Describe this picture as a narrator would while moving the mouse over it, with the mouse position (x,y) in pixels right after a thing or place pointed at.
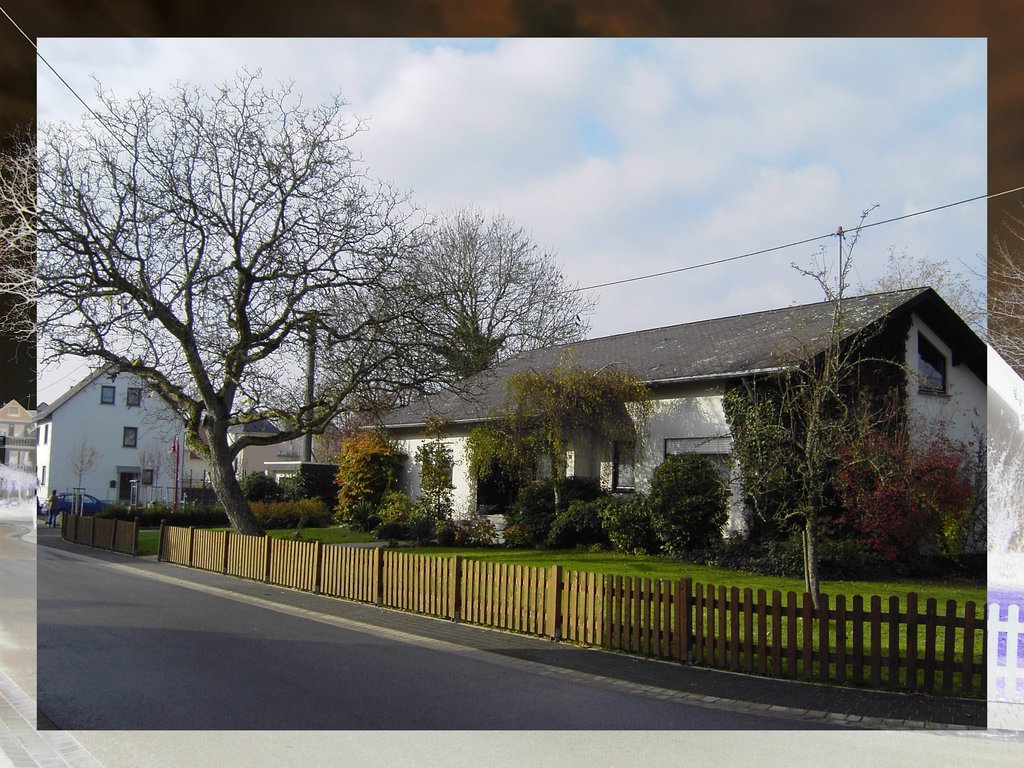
In the foreground of this edited image, on the bottom (288,658), there is a road (271,647) and the railing (228,530). In the background (706,461), there are plants (467,442), trees (809,472), houses (157,430), a pole (314,409), cable (594,286), sky (600,133) and the cloud (501,126).
